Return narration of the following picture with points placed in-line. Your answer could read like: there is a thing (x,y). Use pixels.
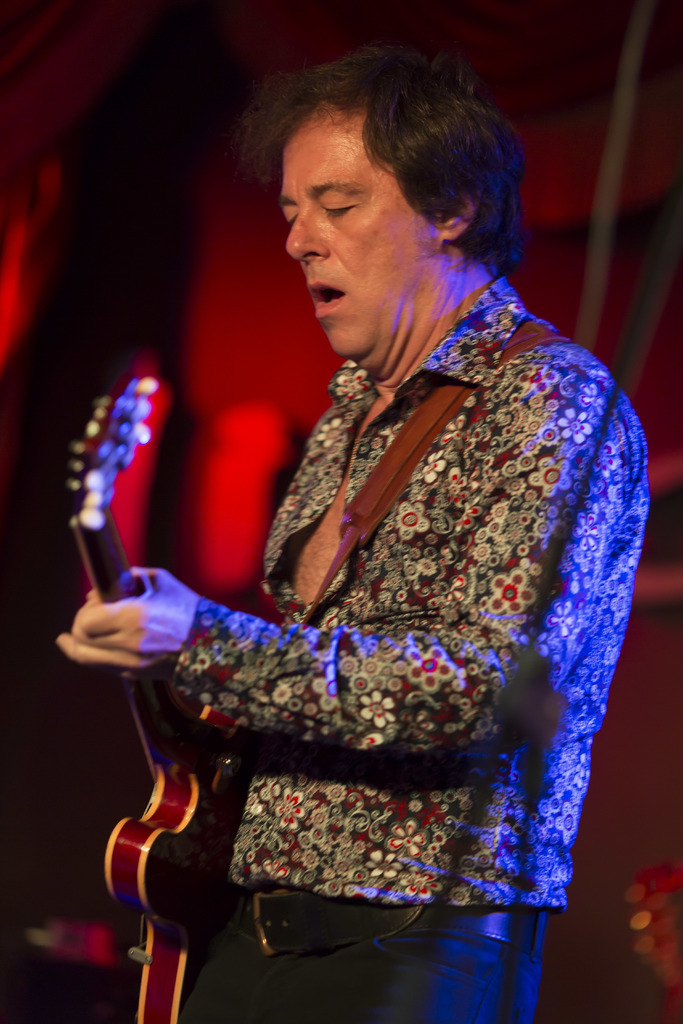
In the image we can see there is a man (340,737) who is standing with a guitar (217,886) in his hand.
